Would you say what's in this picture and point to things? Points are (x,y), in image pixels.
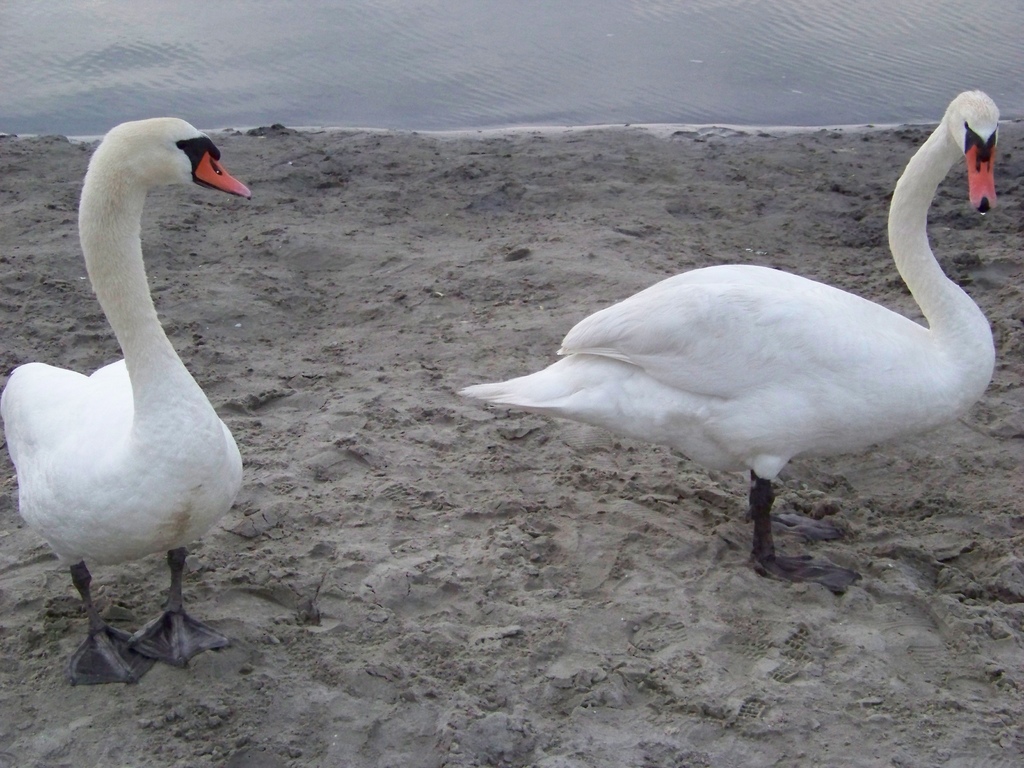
In the center of the image (660,408) we can see two swans (55,456), which are in white color. In the background (601,118), we can see water (610,79), sand (685,159) and a few other objects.
